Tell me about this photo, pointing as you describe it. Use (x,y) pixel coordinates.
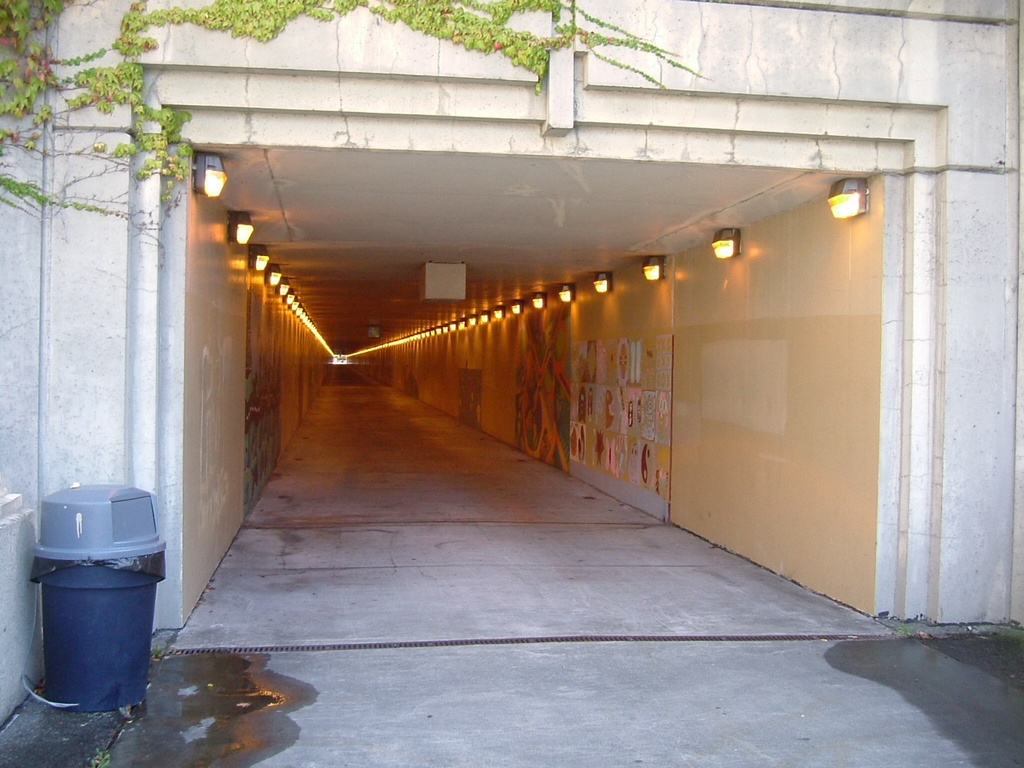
There is a subway (535,444) in the center of the image (538,368), there are lamps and posters (604,389) on both the sides of the subway (387,380), there is a trash bin (61,515) on the left side (54,606), it seems like creeper (2,17) in the top left side (0,36).
